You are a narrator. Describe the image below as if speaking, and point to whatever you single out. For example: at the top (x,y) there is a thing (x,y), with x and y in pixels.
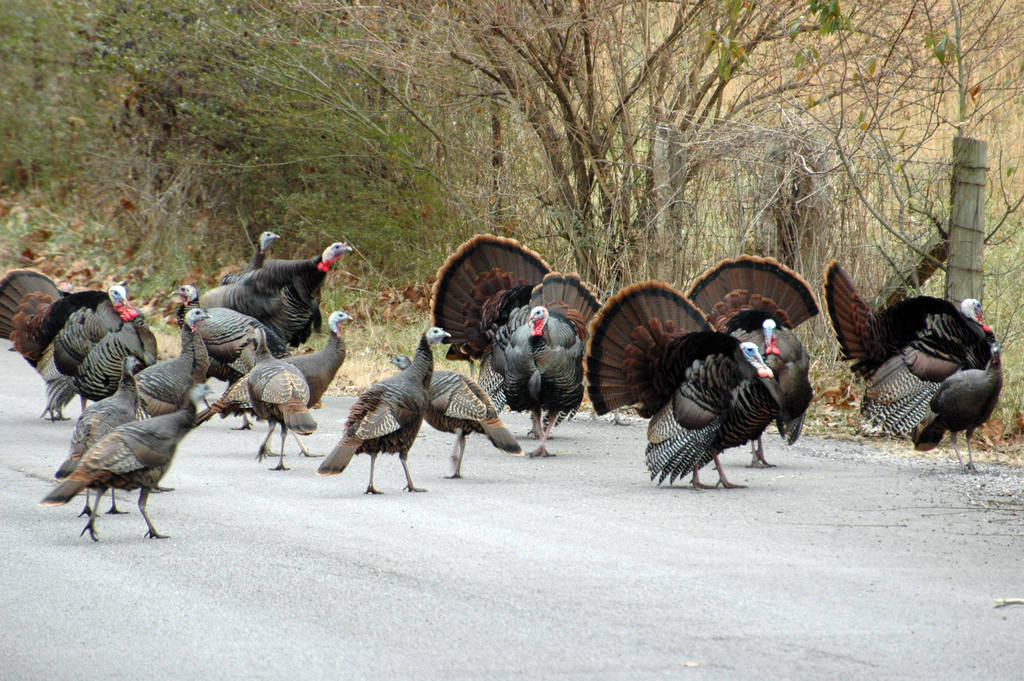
In this image, we can see turkey birds (297,411) on the road (198,449) and in the background (532,86), there are trees (532,113) and we can see a pole (956,214) and a fence (872,202).
